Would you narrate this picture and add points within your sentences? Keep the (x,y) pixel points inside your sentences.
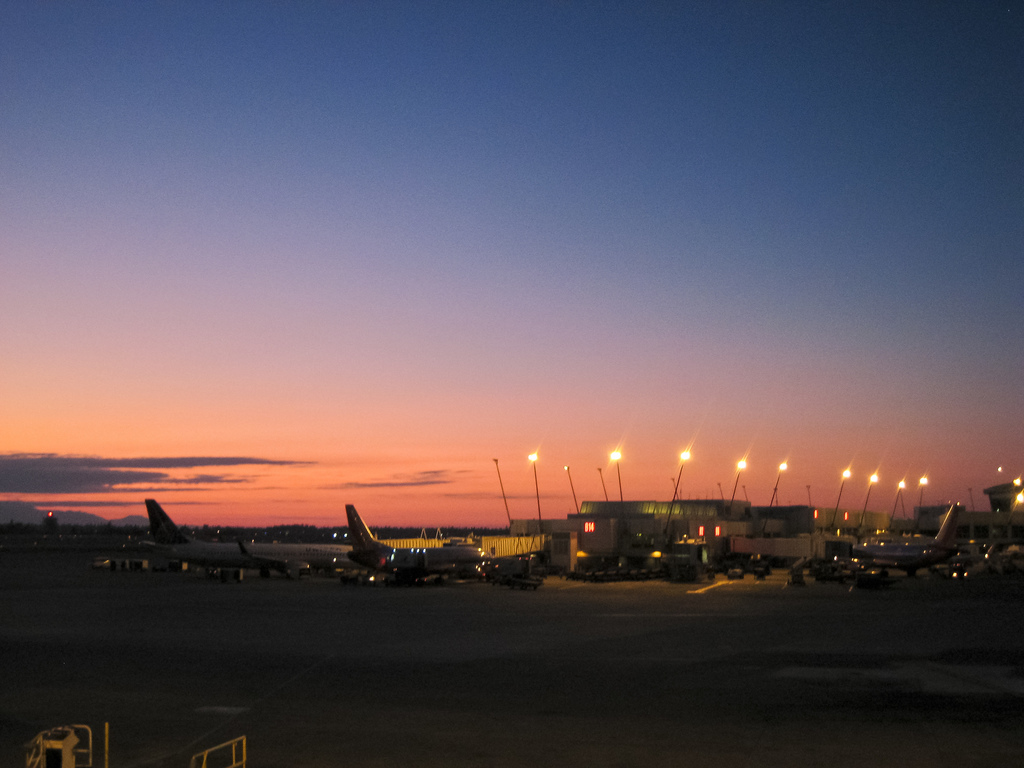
In this image on the ground (272,655) there are airplanes (250,543), vehicles (422,575). In the background (743,468) there are buildings (590,508), lights (531,453). The sky (480,468) is cloudy.
